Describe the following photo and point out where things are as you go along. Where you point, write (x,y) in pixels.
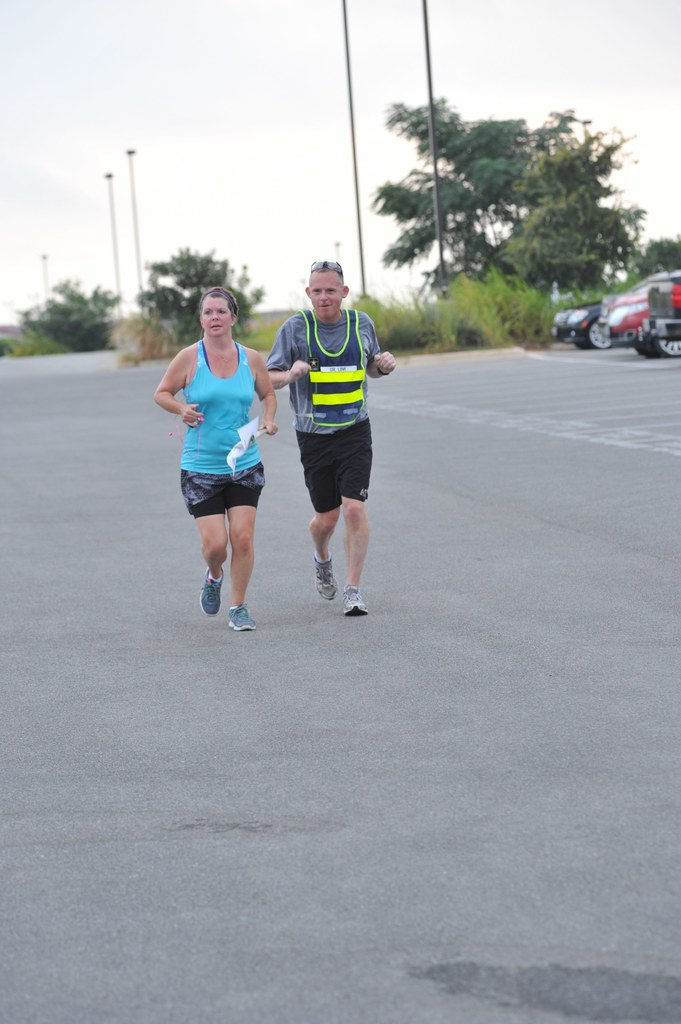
In this image, we can see two persons (335,442) wearing clothes (250,406) and jogging on the road (267,762). There are trees (456,195), plants (474,292) and poles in the middle of the image (412,342). There are cars (619,317) on the right side of the image (646,326). There is a sky (258,53) at the top of the image (663,166).
